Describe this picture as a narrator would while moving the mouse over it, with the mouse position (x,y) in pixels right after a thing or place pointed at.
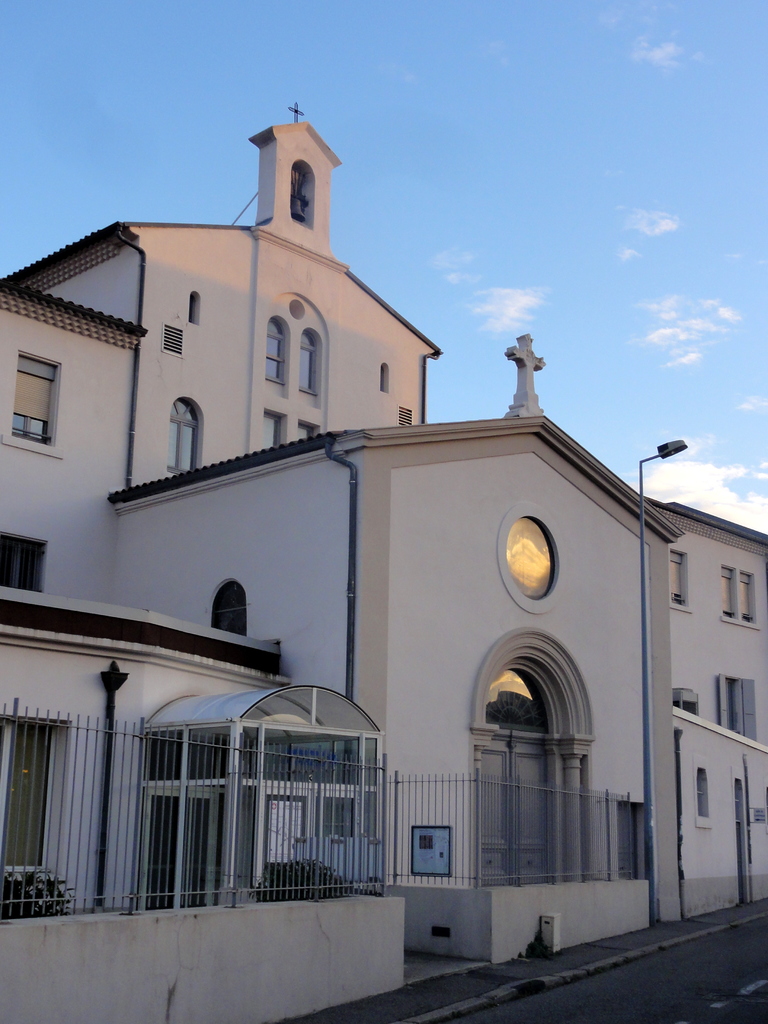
In this image we can see a building (109,721) with windows (16,749), door (189,794). There is a metal fencing (437,804). There is a light pole (652,872). At the bottom of the image (603,979) there is road (716,992). At the top of the image (415,86) there is sky (336,53).
